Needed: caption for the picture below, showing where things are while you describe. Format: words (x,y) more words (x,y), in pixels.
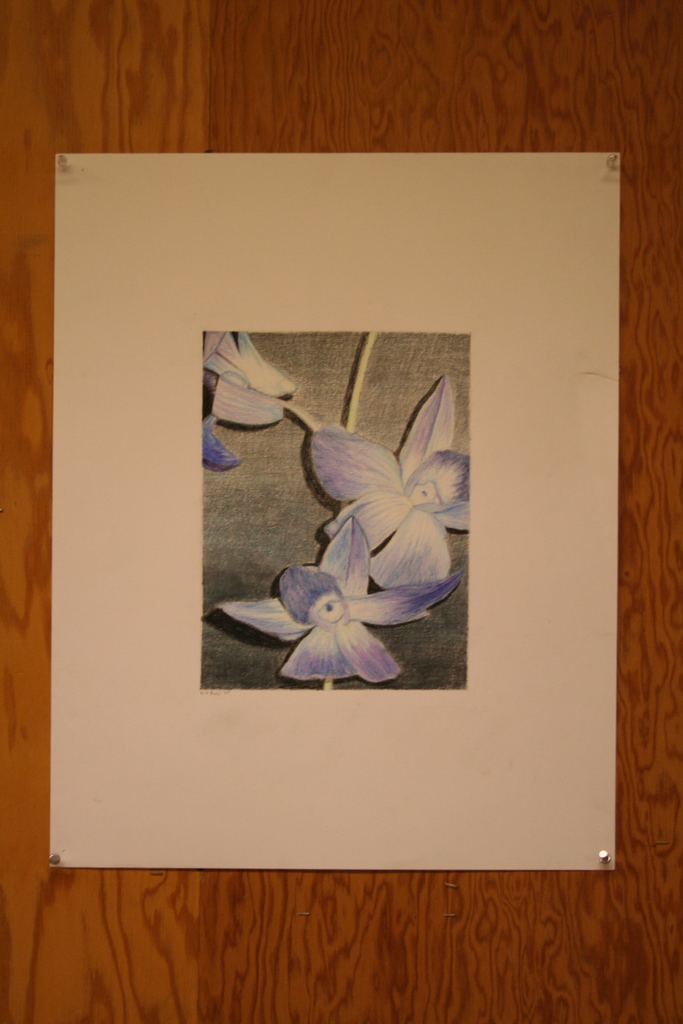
There is a on a wooden wall (32,111). On the paper (176,569) there is a painting (351,487) of flowers (391,612). On the four sides of the paper (535,167) there are needles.
